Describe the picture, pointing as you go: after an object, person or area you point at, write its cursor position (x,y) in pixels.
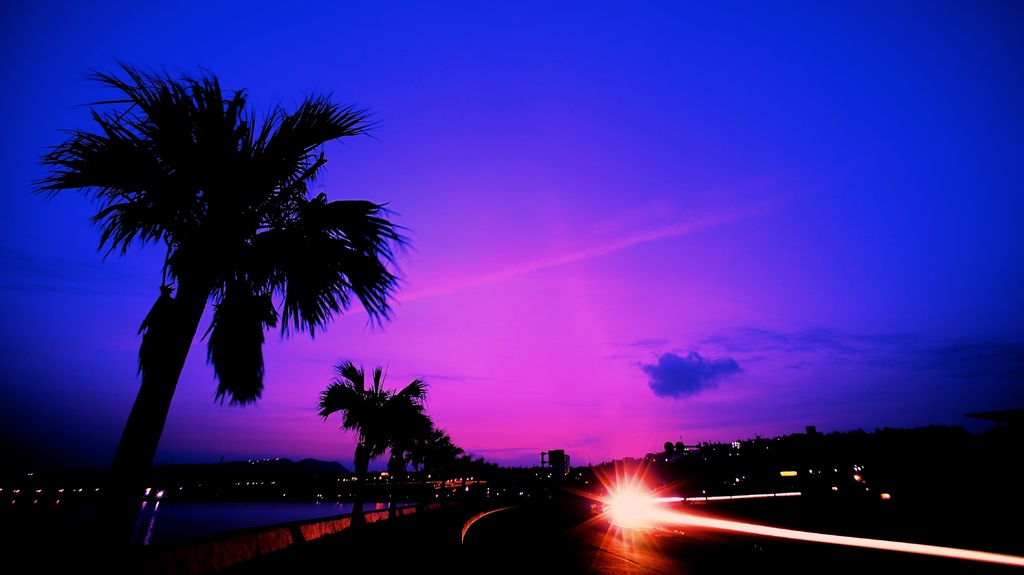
In the picture we can see a road (494,560) on it, we can see a vehicle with light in the dark and beside the road (526,518) we can see a path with some trees (362,499) and in the background (318,502) we can see some lights (749,496) and sky (552,385) which is blue in color.
